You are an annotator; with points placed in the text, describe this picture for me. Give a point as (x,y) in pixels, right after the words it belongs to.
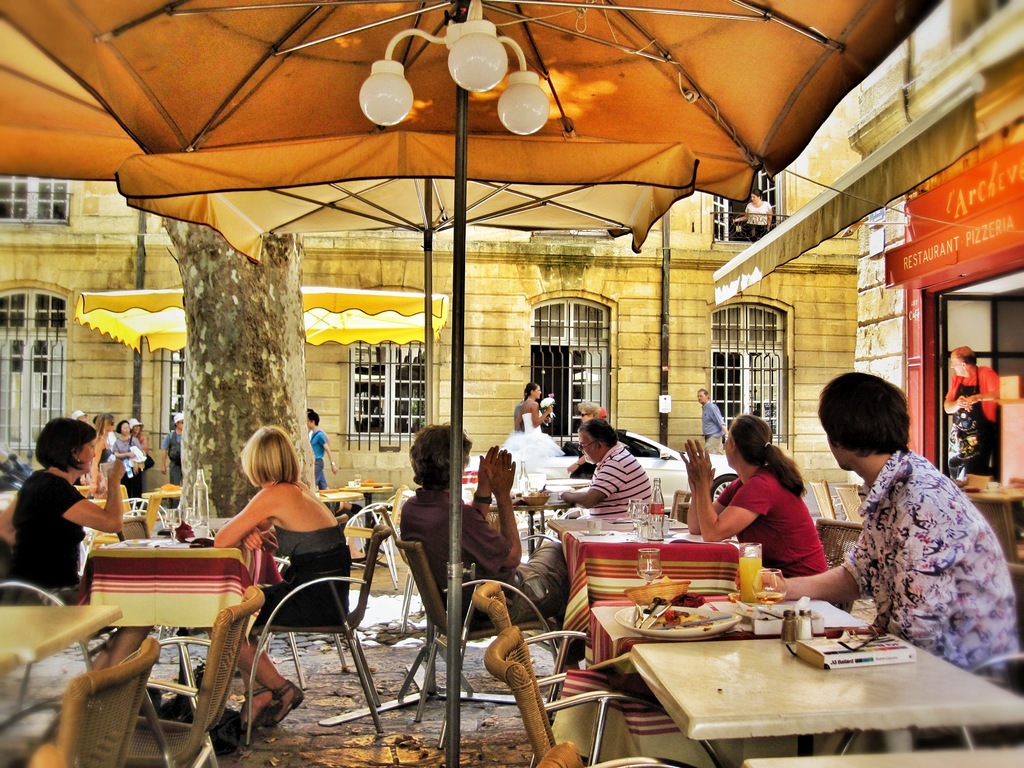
This image is clicked outside. There is a building (578,320) in the middle (504,342). There is a tent (355,215) on the top (420,70). There are lights (462,53) on the top (384,103). There are so many tables (837,673) in this image, people (718,511) are sitting around the tables (708,646) and chairs (280,627). There are plates (657,633), glasses (762,582), books (895,642), bottles (654,499) on this table (678,552). There are Windows (568,351) to that building (574,406). There is a tree (208,453) on the left side (201,452).
